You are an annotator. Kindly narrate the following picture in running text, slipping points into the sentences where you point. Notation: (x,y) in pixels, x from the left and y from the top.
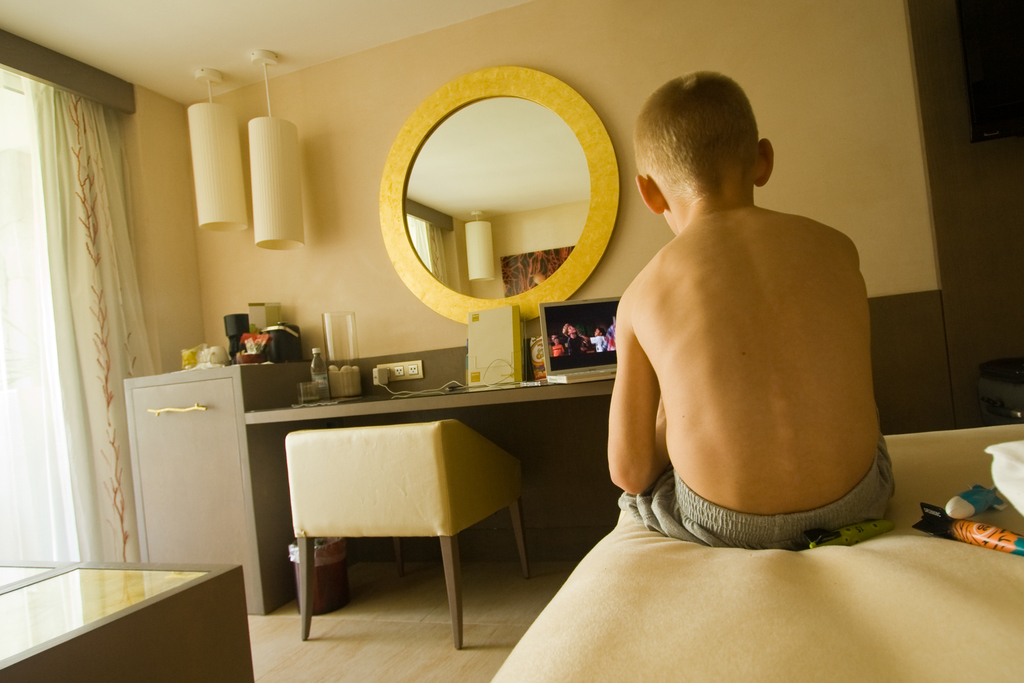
In this image I can see there is a boy (889,483) sitting on the bed (747,573) and there are few objects (993,533) placed on the right side (958,511). There is a table (335,408), chair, there is a laptop (544,347) and a few other objects (320,374) placed on the table (472,397). There are two lights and a mirror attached to the wall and there is a window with a curtain (55,539) at left side (16,200).
